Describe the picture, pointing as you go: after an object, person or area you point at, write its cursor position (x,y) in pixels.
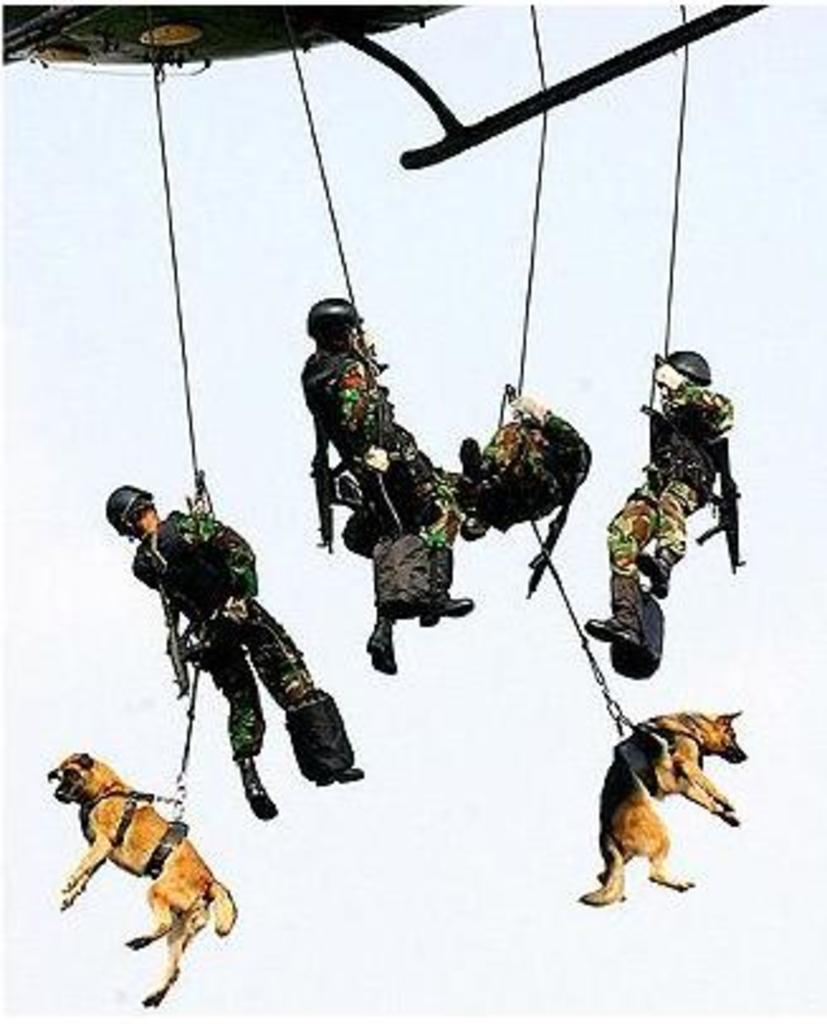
In this image, at the top (183,47) there is a helicopter (276,9), there are some people (236,621) hanging on ropes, there are some dogs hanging on the ropes (178,813).
